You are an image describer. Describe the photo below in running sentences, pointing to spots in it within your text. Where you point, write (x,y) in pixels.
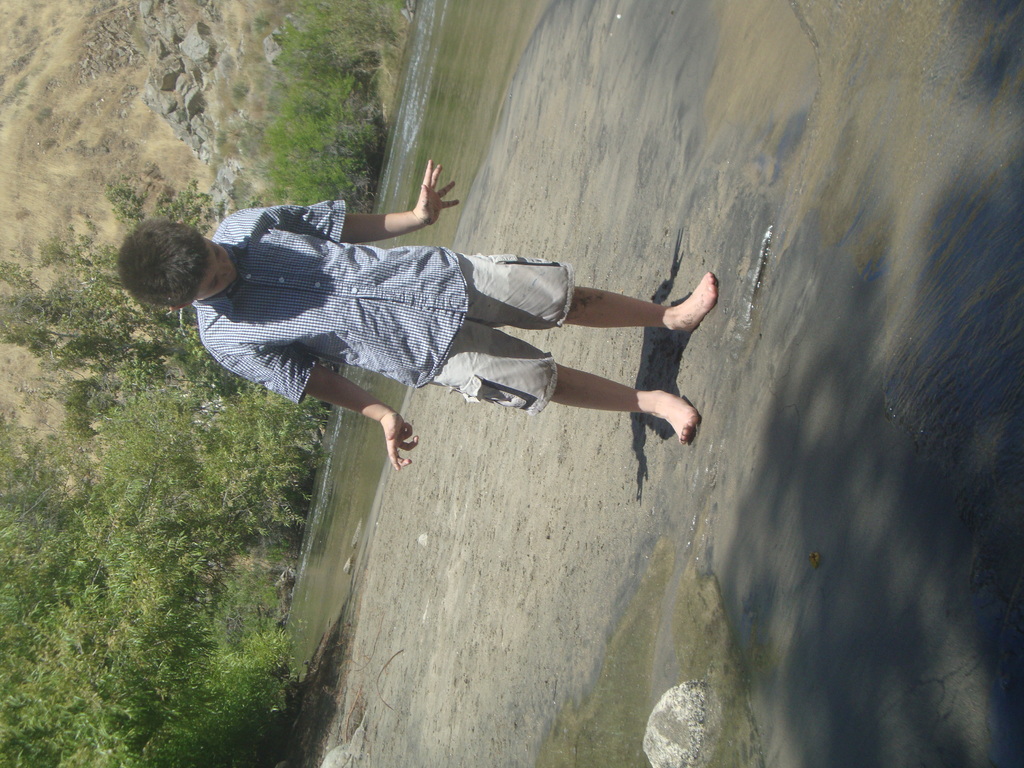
In this image we can see a boy (532,277) standing on the land (664,277). We can also see the water (344,478), rocks (174,96), hill (192,66), plants (270,200) and also the trees (279,512).
